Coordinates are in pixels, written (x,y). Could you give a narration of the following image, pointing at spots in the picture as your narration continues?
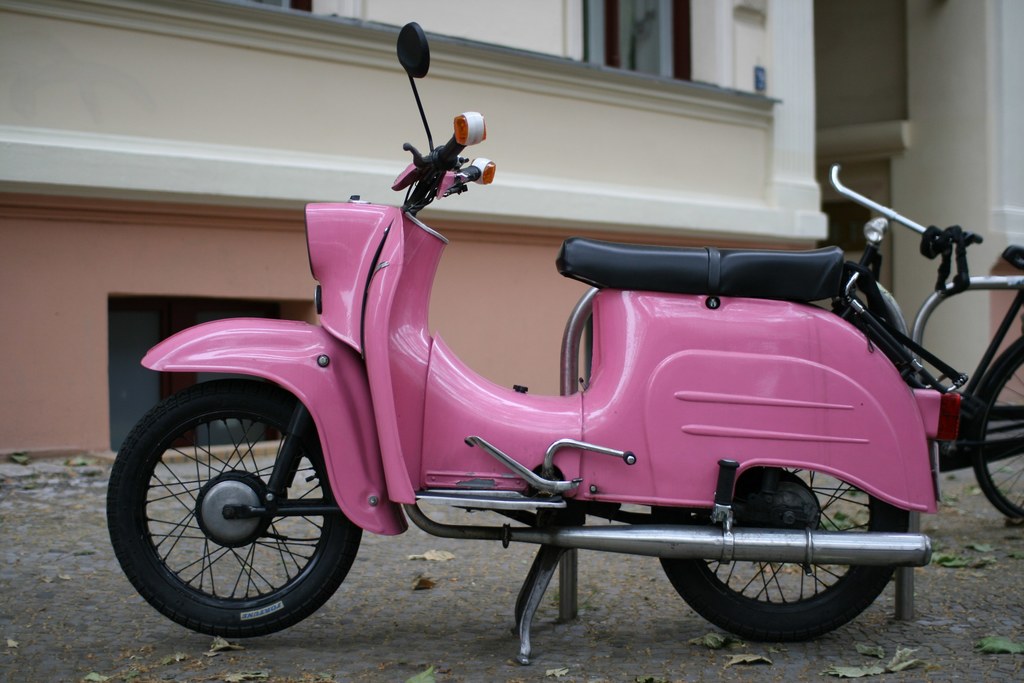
In the center of the image (659,454) there is a pink color motor bike (600,480) and behind the motorbike (819,524) there are bicycles (972,406) placed on the ground (647,653). On the ground (436,645) there are dried leaves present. In the background (759,126) there is a building (760,103).
